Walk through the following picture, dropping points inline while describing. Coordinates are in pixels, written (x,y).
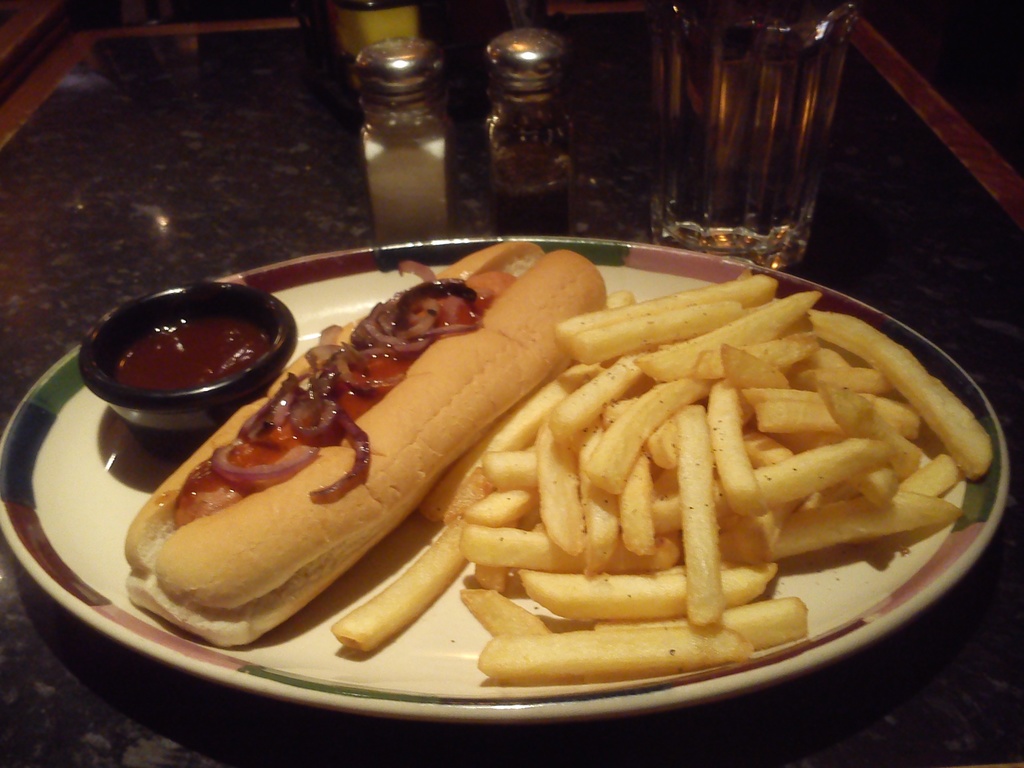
In this picture we can observe french fries (586,546) and a bun (539,361) placed in the white color plate (102,487). This plate (102,487) is on the brown color table (214,200). We can observe a glass (768,124) on the table (321,163).
